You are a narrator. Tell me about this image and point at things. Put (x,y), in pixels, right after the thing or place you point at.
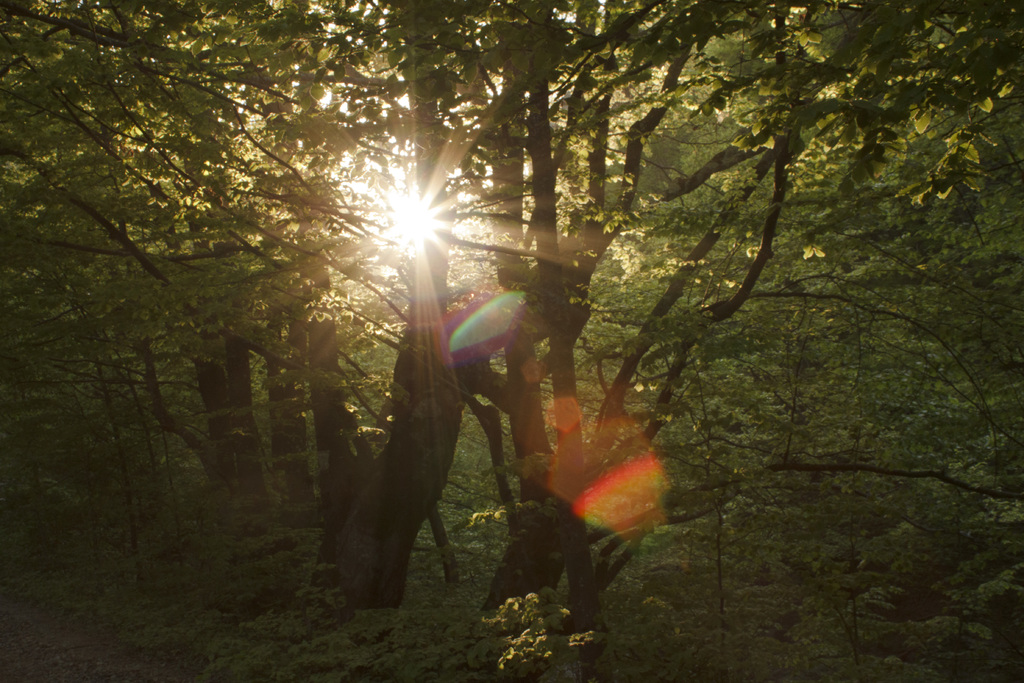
In this picture there are trees (396,587). In the center of the picture (414,248) it is sun (427,220) shining.
